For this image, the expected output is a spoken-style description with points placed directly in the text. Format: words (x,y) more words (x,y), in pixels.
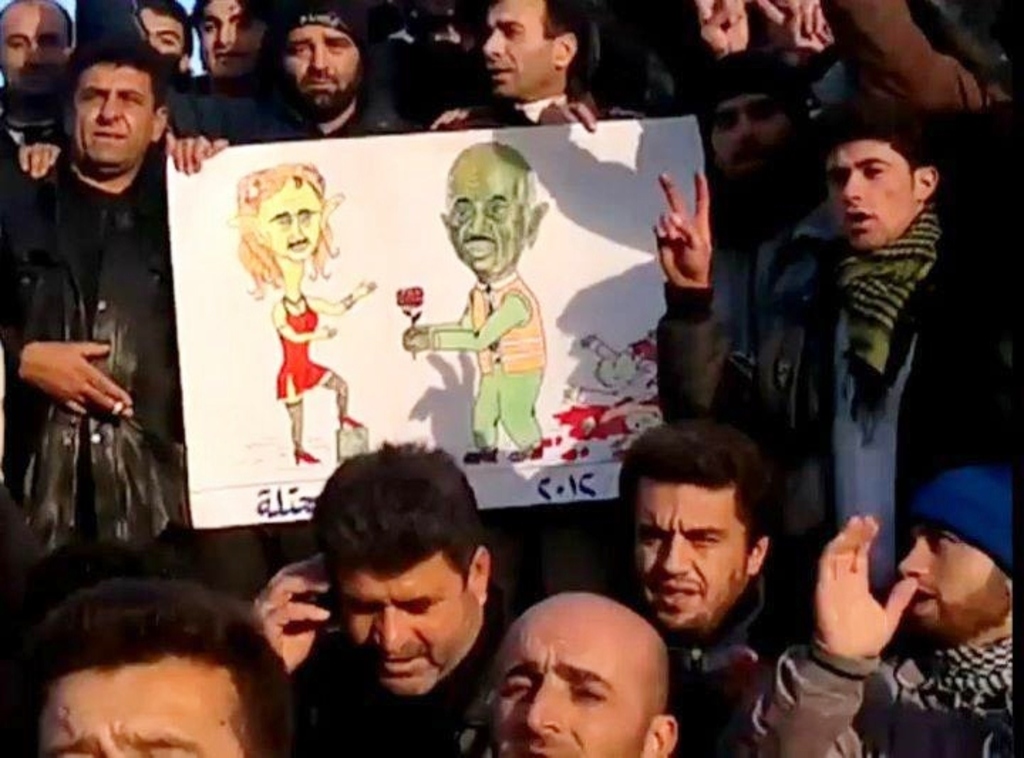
In this picture, we see many people (991,522) standing. The man (189,127) in black jacket (283,93) is holding a whiteboard (449,324) with some sketch (457,334) drawn on it. On the left side (27,248), the man (99,366) in black jacket (87,300) is holding a cigarette (121,406) in his hand (65,350). This picture might be clicked outside the city. It is a sunny day.
